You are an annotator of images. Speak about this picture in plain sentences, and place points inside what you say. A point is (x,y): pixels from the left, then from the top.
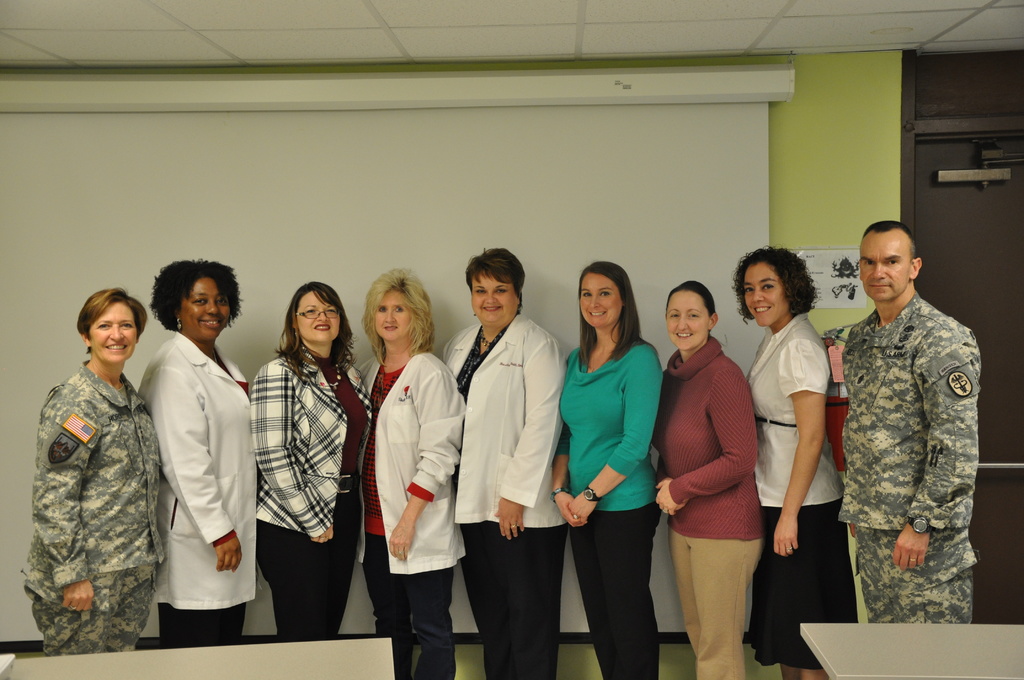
In this image there are a few people (342,396) standing with a smile on their face (687,340), behind them there is a projector screen (544,238), behind the screen (578,218) there is a wall (839,223), beside the wall (854,220) there is a closed door (921,225).
